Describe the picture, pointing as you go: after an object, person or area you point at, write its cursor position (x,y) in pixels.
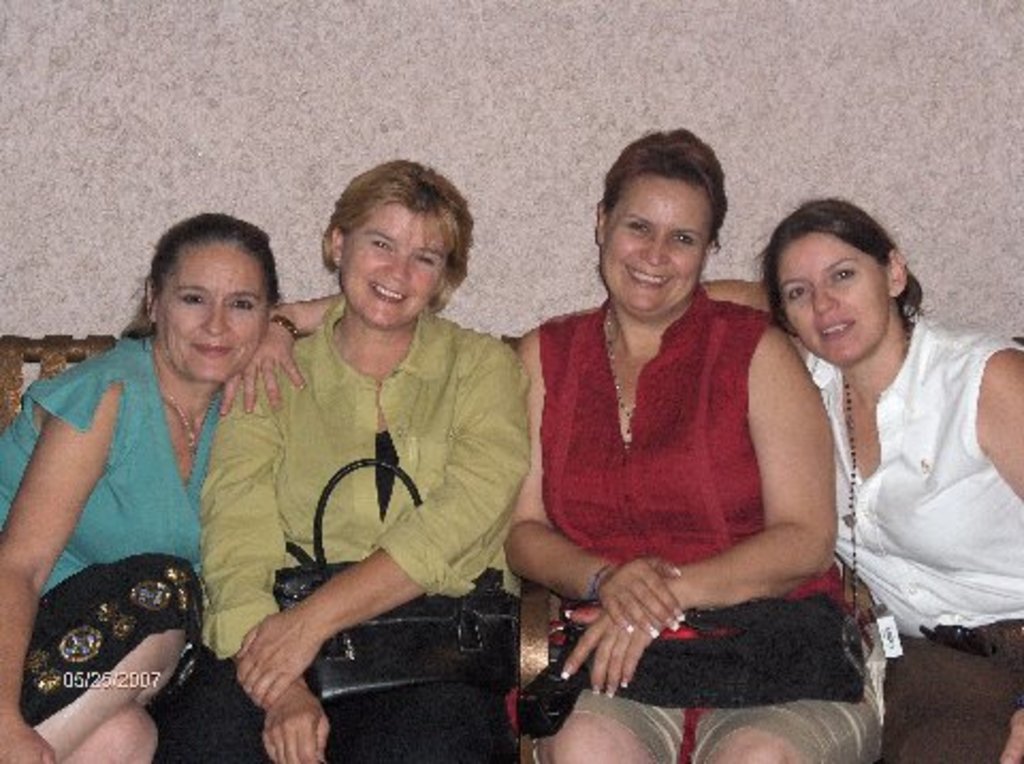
In this image there are persons (397,351) sitting on a chair (55,366) and holding bags (496,597). And at the background (475,132) there is a wall (822,96).
